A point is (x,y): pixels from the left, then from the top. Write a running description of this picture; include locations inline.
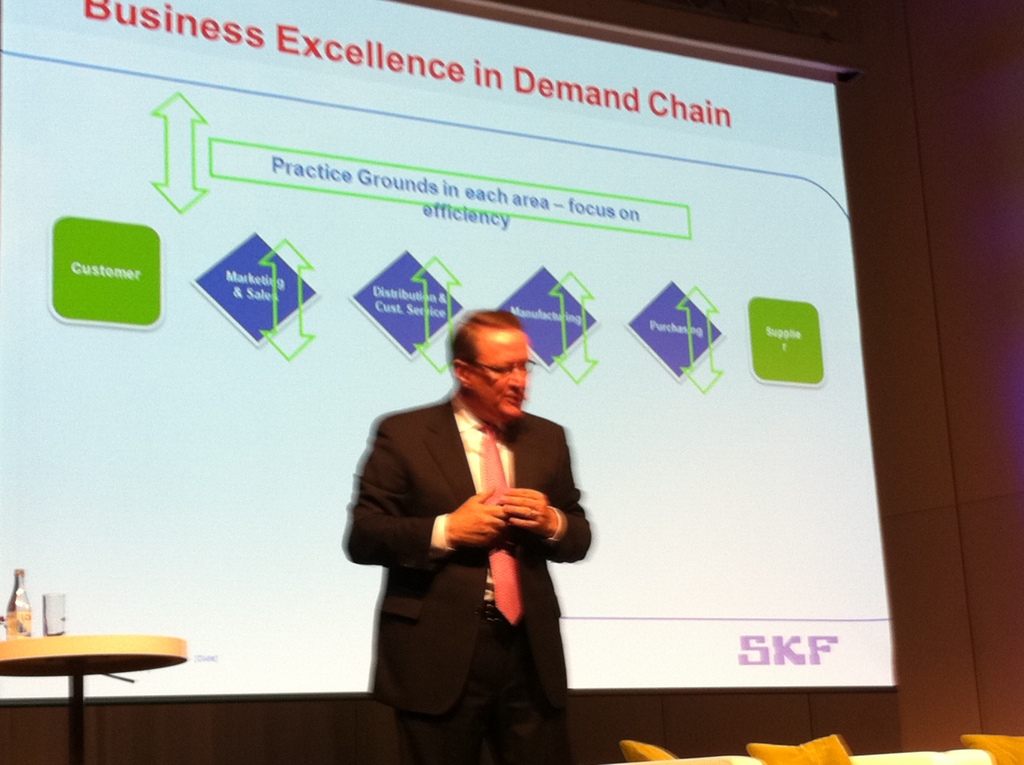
This picture shows a man (444,519) standing in front of a projector display screen (299,352). He is wearing a spectacles (486,365) and a suit (430,576). Beside him there is a table (59,654) on which a bottle (17,626) and glass (63,621) were placed.
